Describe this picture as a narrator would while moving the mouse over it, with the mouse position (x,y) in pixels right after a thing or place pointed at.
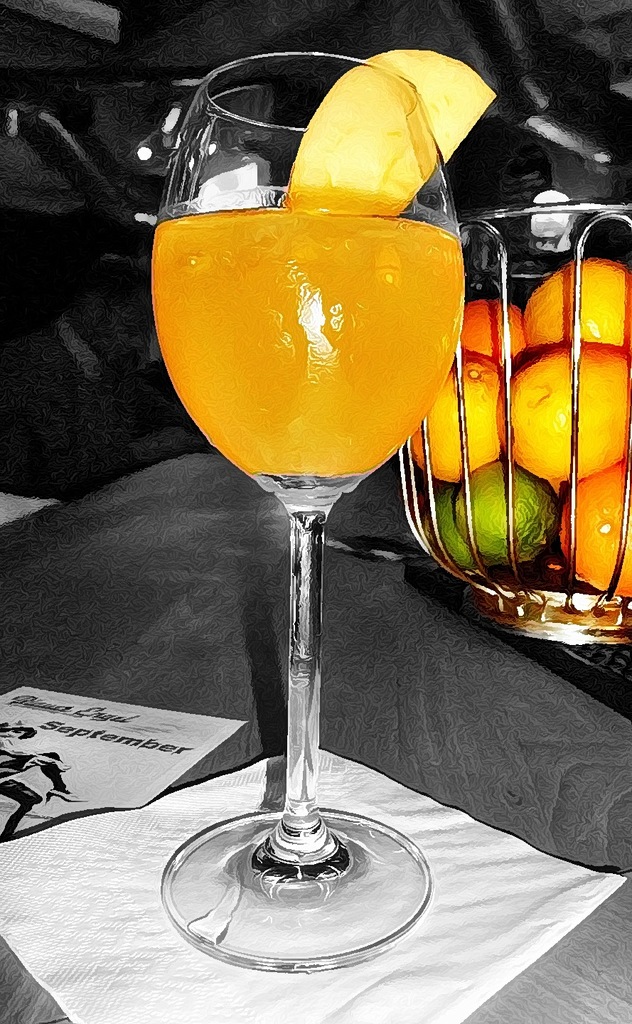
In the image on the grey color surface (282,745) there is a tissue (88,842). On the tissue (262,896) there is a glass (297,309) with an orange juice (319,216) and a piece of fruit (375,75) on the glass (373,151). Beside the tissue (179,840) there is a paper (56,760) with an image (44,782) and something written on it. On the right side of the image (475,336) there is a bowl (511,507) with fruits (501,406) in it. And there is a blur background (9,438).
